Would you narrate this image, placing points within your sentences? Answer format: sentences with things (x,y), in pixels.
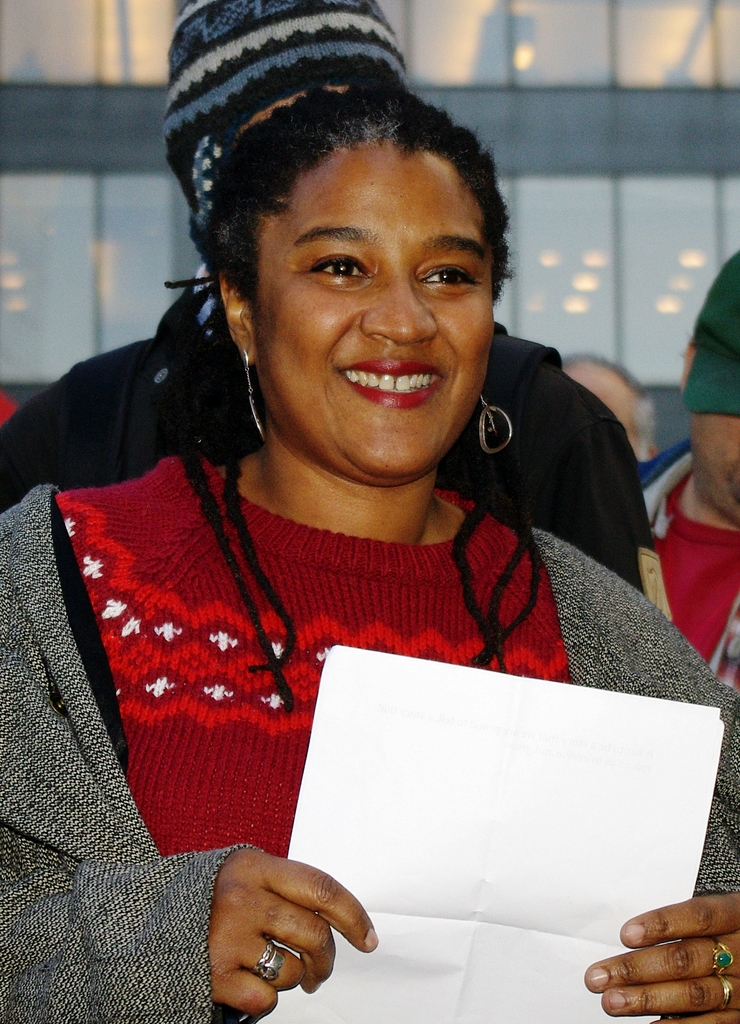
This image consists of a woman (137,792) wearing a gray jacket (127,924) and holding papers (441,920). In the background (523,414), there are many people (711,447). And we can see a building (685,307).
